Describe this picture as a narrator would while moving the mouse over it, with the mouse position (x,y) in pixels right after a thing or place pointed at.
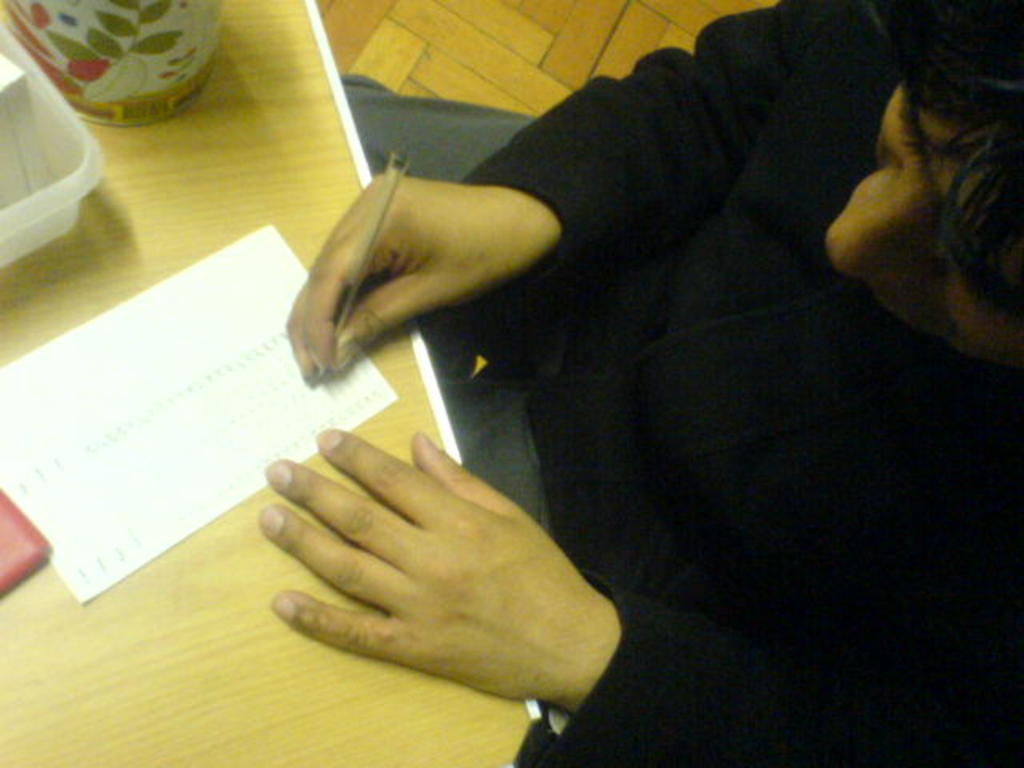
In this image there is a person (438,495) writing on a paper (267,428). There is a pen (354,298). There is a table (159,198). There are few objects (105,105) on the table (105,159).
